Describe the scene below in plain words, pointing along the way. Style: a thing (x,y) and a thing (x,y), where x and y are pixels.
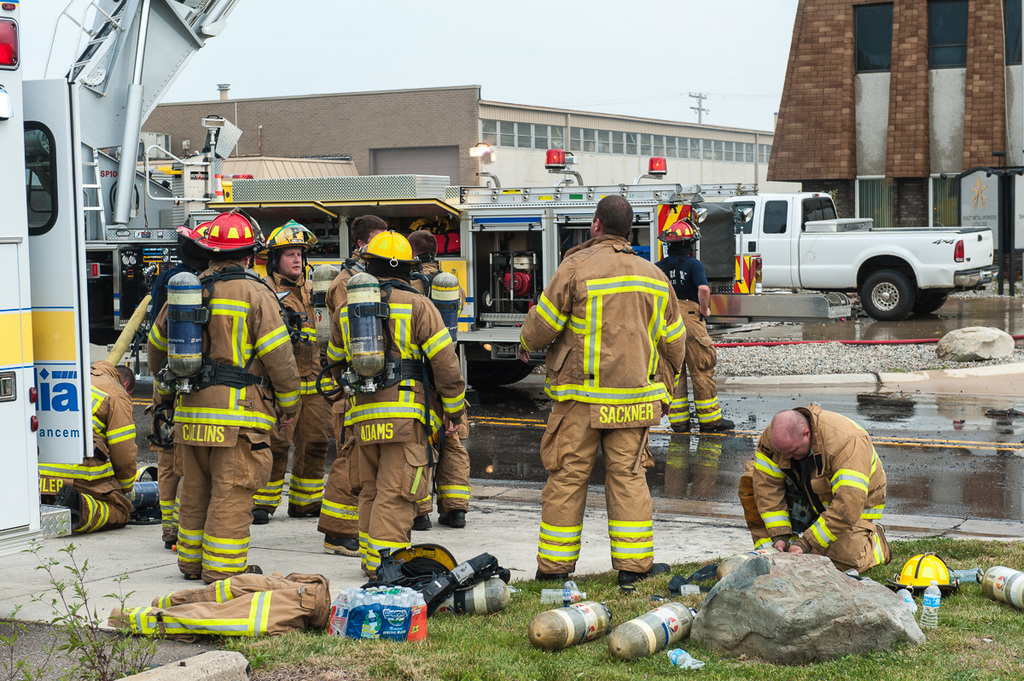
In this image in front (450,624) there is grass (516,638) on the surface (491,619) and there are few objects (480,573) on the surface (438,637) of the grass (446,647). We can see a few people (587,302) are standing on the road (685,460). In front of them there are vehicles (642,230). In the background (844,186) there are buildings (806,125) and sky (661,34).
